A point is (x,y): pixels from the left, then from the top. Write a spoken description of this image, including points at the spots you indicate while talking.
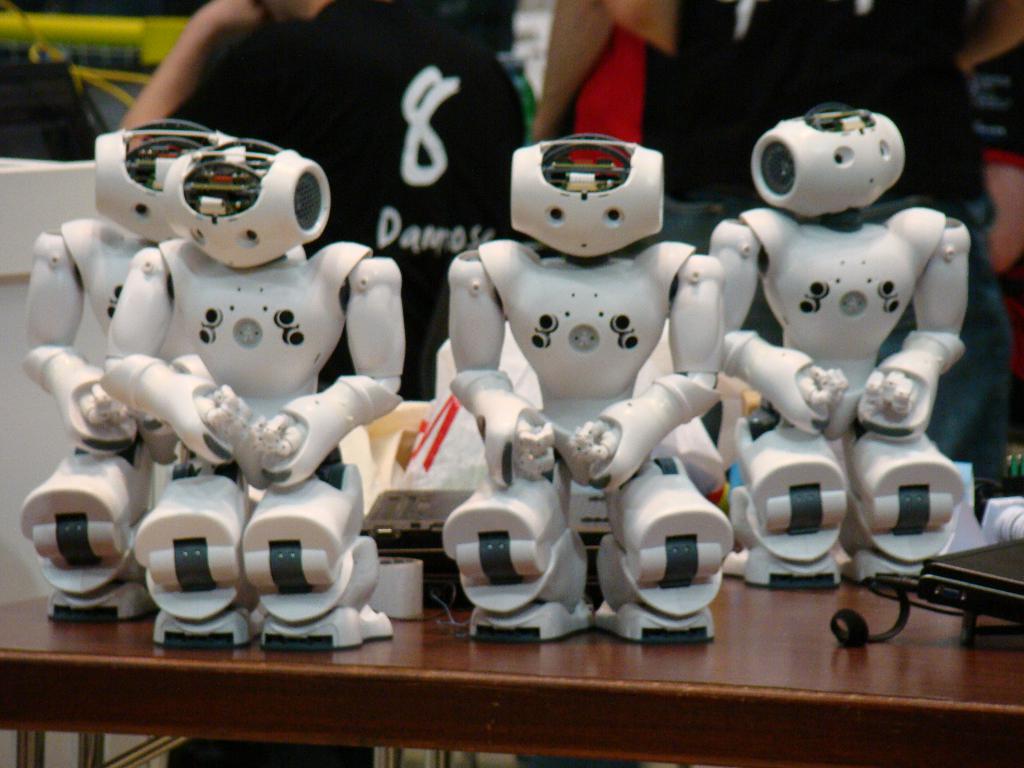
In the picture there are four robots (681,344) and other gadgets (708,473) kept on the table (940,626), behind the table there are few people (609,91).
